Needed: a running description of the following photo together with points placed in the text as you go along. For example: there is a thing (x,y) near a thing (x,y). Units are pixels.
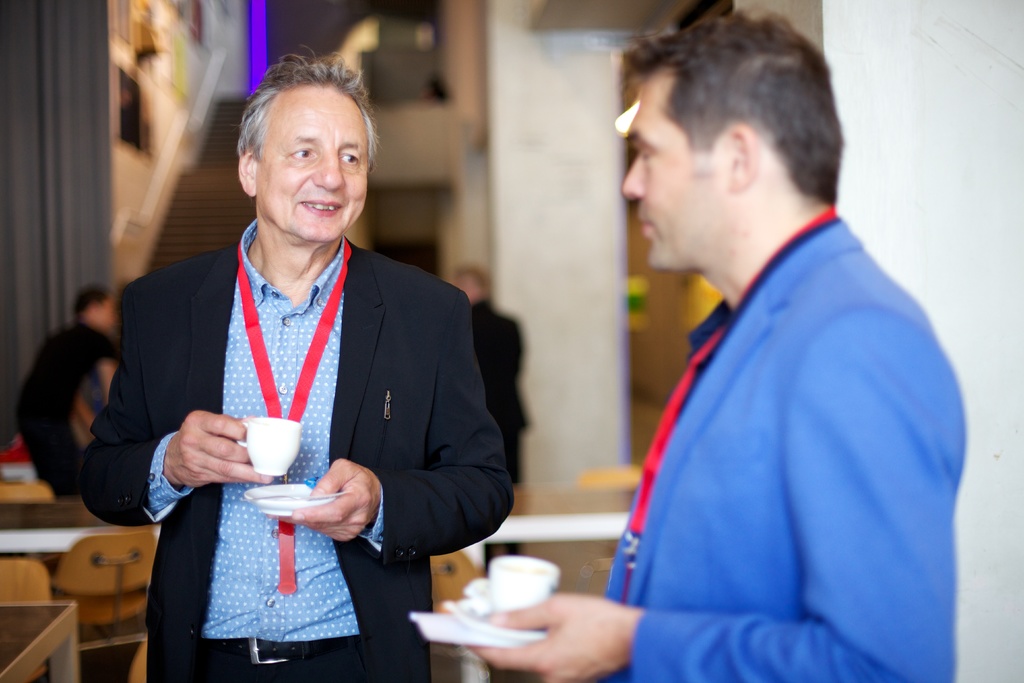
In this image we can see two men (679,476) are standing. They are holding cups (525,588), saucers (466,609) and tissue (458,631) in their hands (594,629). We can see tags (311,363) around their necks (800,218). In the background (628,377), we can see people (72,340), wall (537,256), stairs (231,100) and frames (140,119) on the wall (201,68). On the left side of the image (115,545), we can see tables (40,518) and chairs (149,549).
